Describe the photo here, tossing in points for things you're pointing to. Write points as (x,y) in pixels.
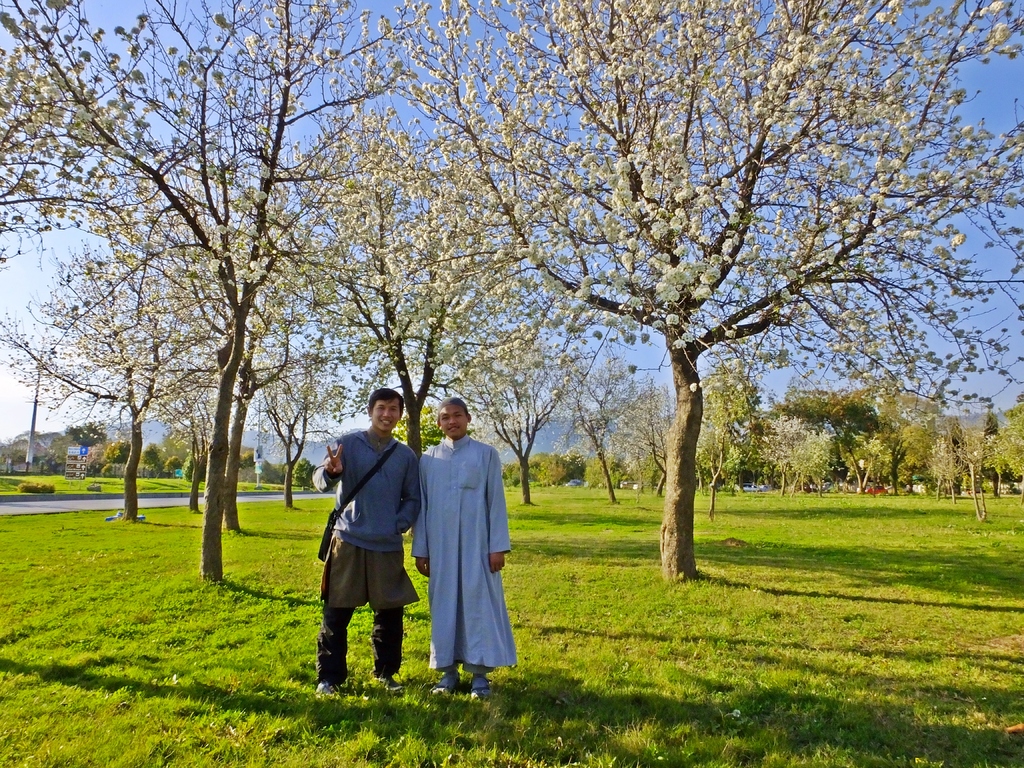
In the center of the image (388,438) we can see two people (475,524) standing. At the bottom (354,725) there is grass (271,609). In the background (299,382) there are trees (284,448), hills (540,450) and sky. We can see boards (80,465).
